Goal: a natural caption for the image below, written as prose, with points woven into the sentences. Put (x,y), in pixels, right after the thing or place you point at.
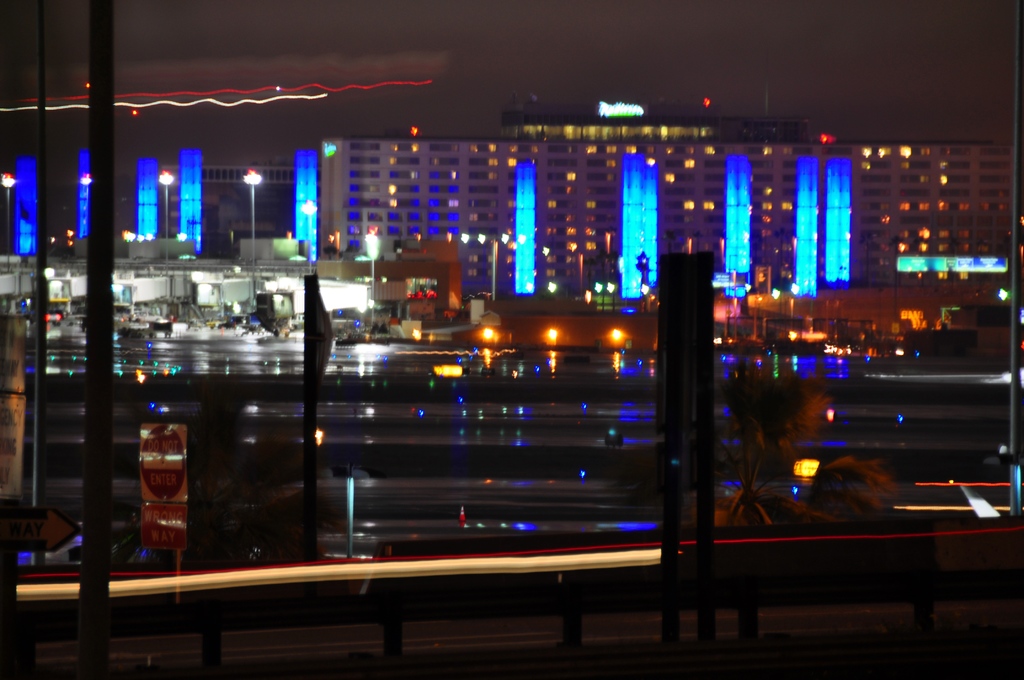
In this picture I can see there are some buildings (578,311) here and they are some plants (242,474), trees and roads (297,402) here and they are some lights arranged on the road (258,353) and there are some street lights (254,169).
